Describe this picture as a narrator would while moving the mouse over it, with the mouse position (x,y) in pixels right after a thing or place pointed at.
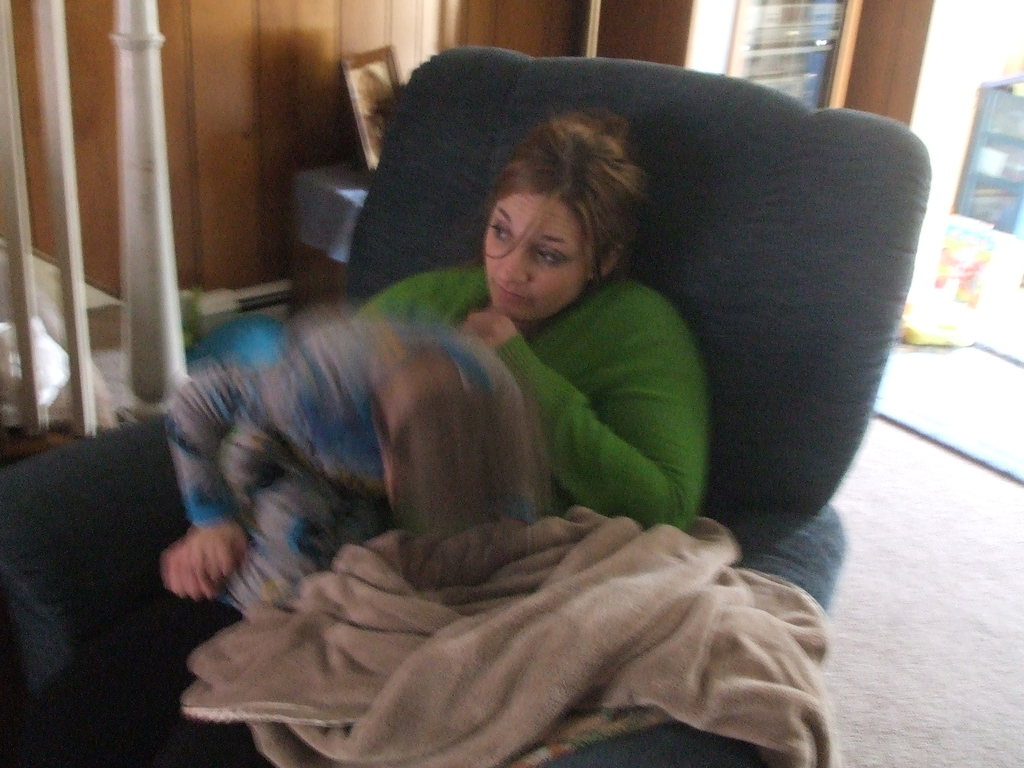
In this image there is a person (450,279) sitting on a chair (742,316) is having a kid (370,465) on her. At the left side (331,184) there is a picture frame (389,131) on a table (307,244).
